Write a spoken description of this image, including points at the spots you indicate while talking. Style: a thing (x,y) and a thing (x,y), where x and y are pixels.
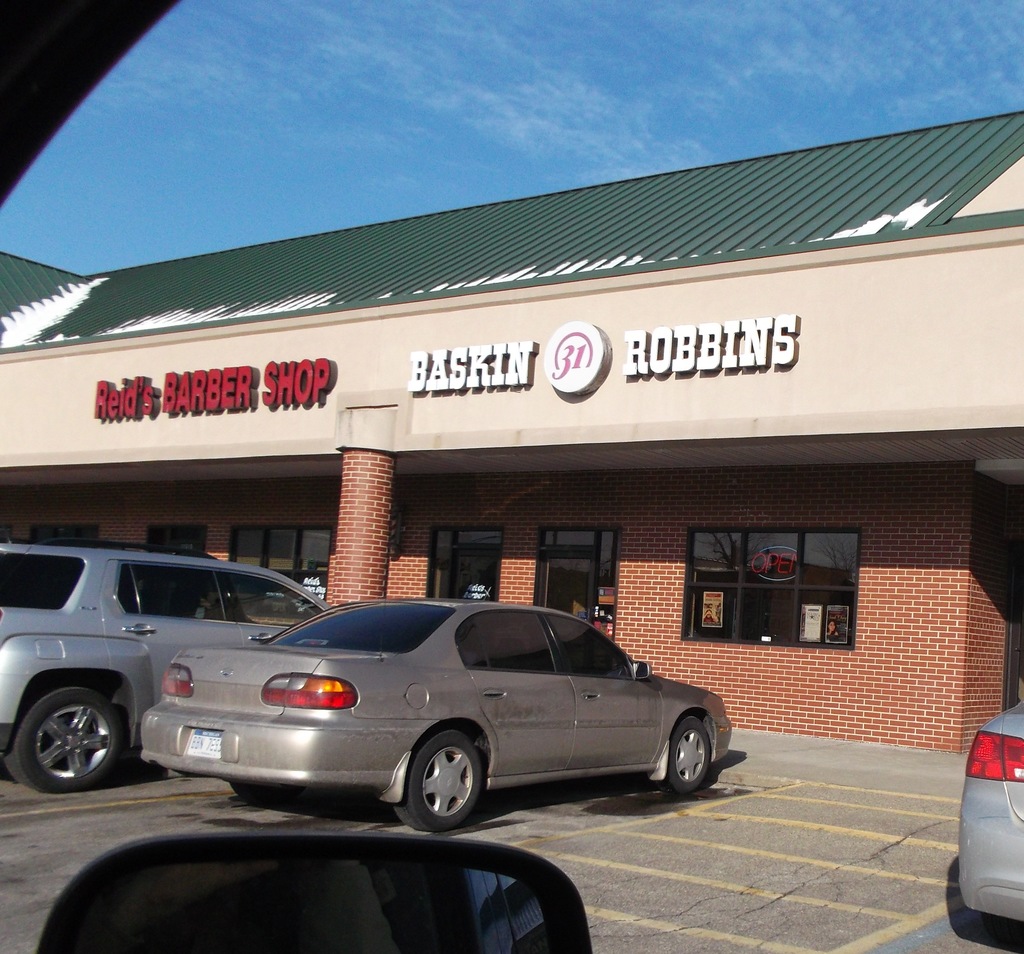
In this image I can see few vehicles (22,602), in front (385,698) the vehicle (502,691) is in silver color. Background (1008,458) I can see a building (667,450) in cream color, I can also see few glass windows (737,551) and sky (376,115) is in blue color.
